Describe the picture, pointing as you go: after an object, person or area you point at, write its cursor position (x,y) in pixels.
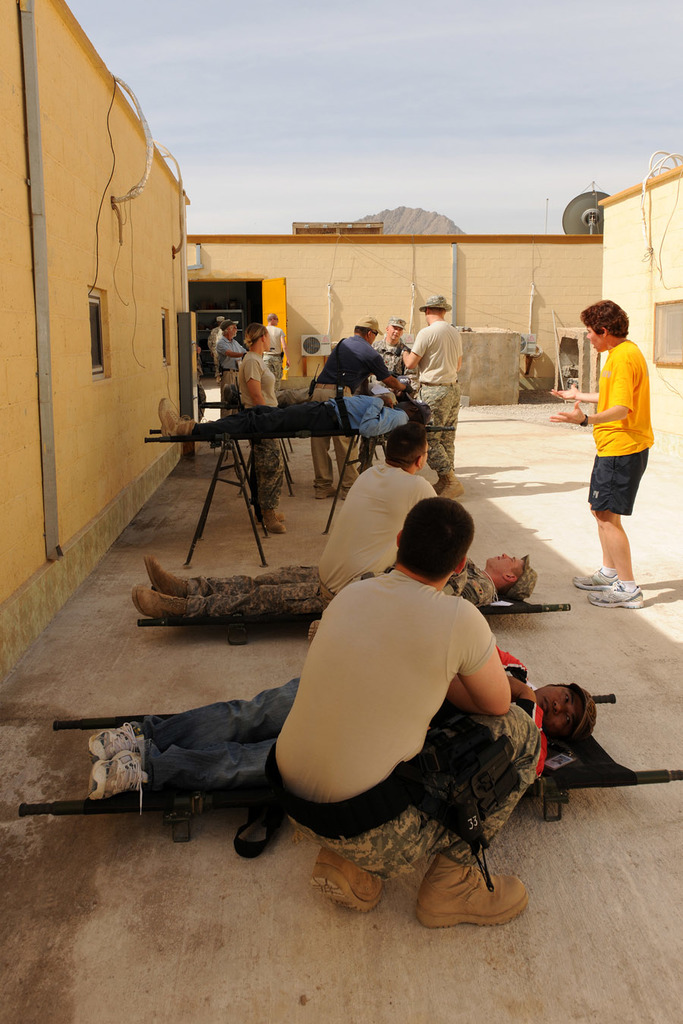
In this picture we can see some soldiers (152,787) lying on the stretcher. Beside we can see some boys (403,768) are sitting. In the background (146,303) we can see the yellow color wall (86,353) and door (272,312).
